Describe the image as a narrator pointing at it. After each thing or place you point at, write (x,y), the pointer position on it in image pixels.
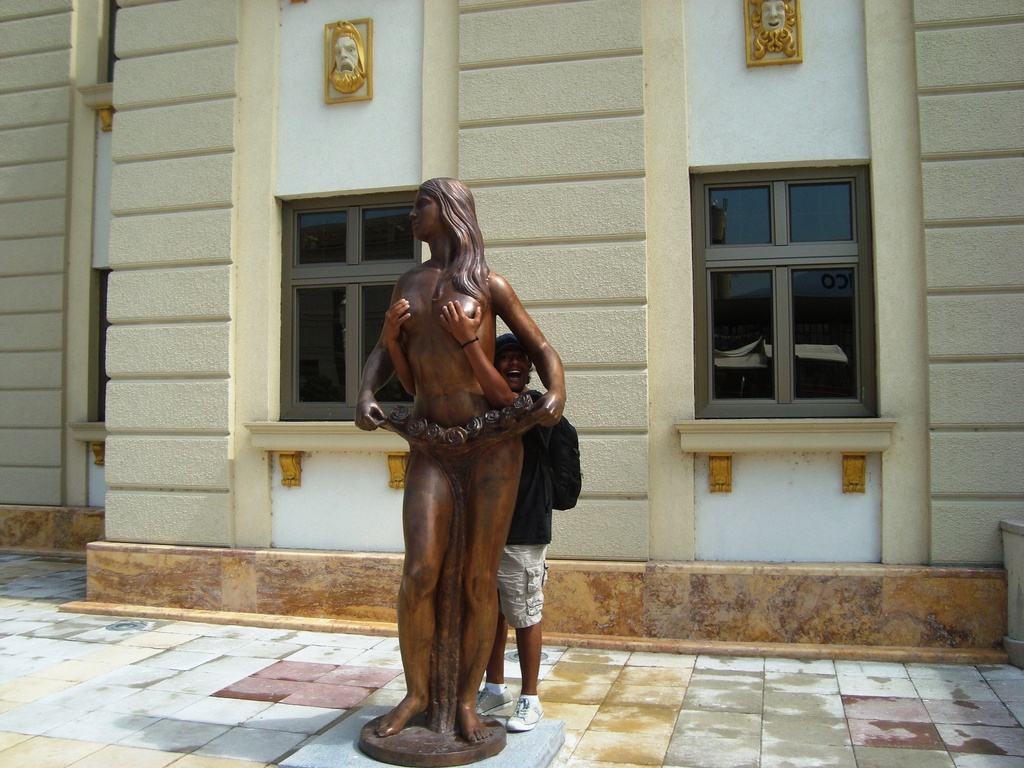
In this image we can see a bronze sculpture (467,445). Behind the sculpture (415,457), we can see a person (531,469) and a wall (902,378) of a building (611,524) on which there are few windows (864,372) and designs (352,48).
